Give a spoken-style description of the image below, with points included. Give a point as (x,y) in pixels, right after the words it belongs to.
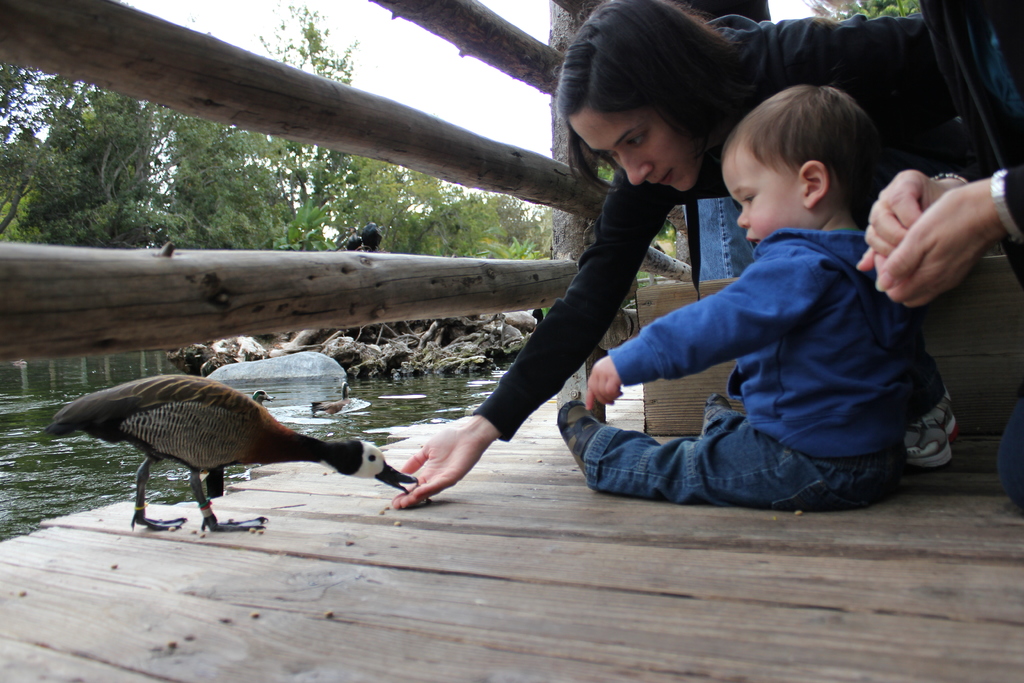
Here we can see a woman (727,92) and a kid (756,393). There is a bird (91,395) eating food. Here we can see a fence (427,24), water (438,411), birds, and trees (511,238). In the background (467,92) there is sky (377,65).
